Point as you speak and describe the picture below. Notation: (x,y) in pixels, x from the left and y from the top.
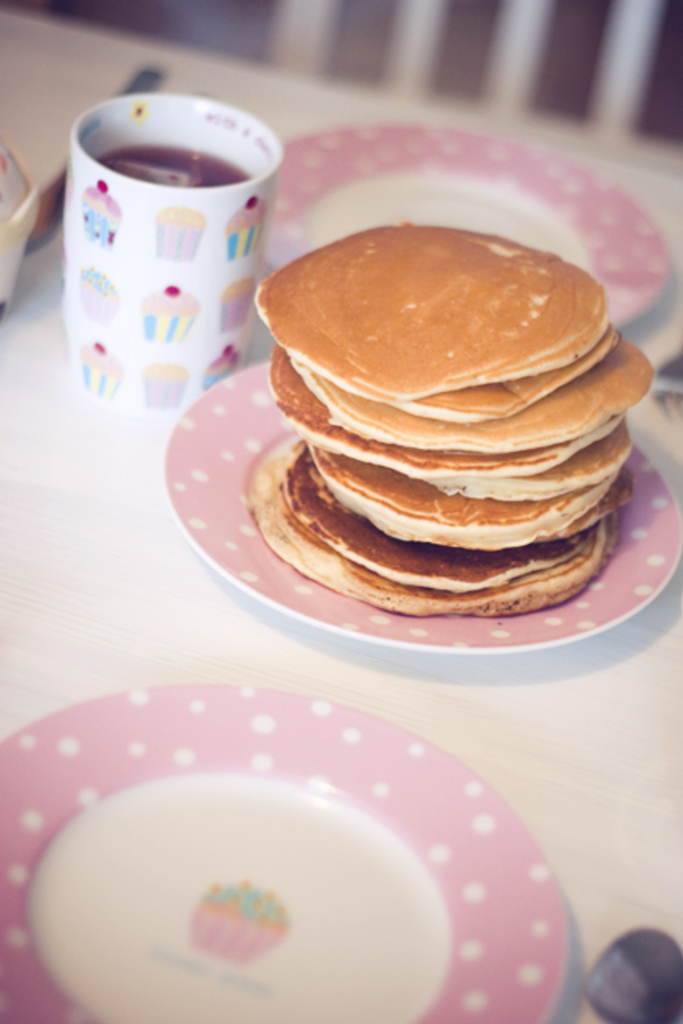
In this image, we can see pancakes (393,525) on the plate (601,604) and liquid (149,158) in the cup (187,265) are placed on the white surface (657,769). Top of the image (433,75), we can see the blur view. Here we can see plate (425,158) and few objects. At the bottom of the image (427,773), we can see plate (272,945) and black color object (627,975).
